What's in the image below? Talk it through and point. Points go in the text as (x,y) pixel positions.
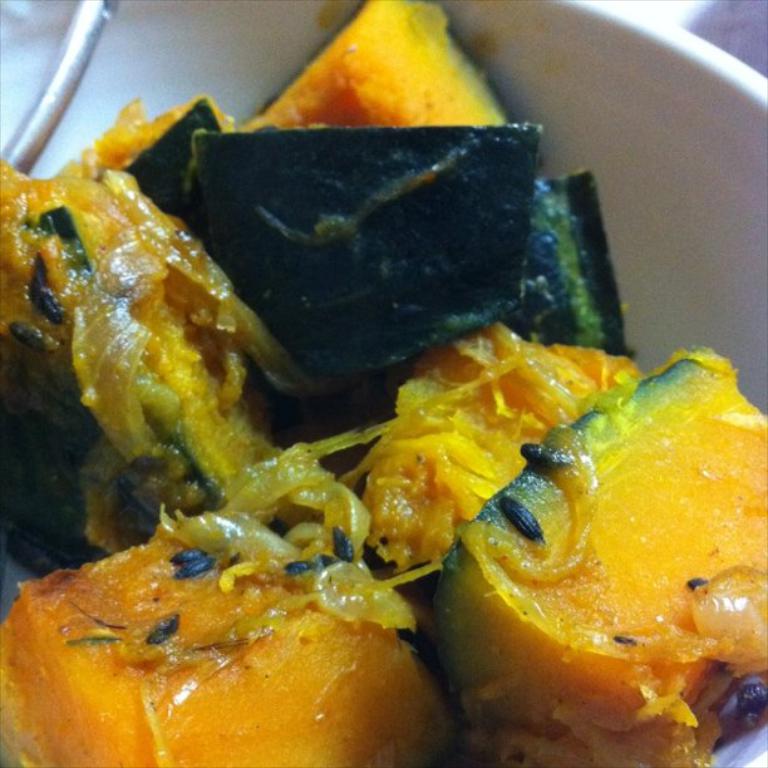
In this image we see a food item (563,220) in a bowl (28,82) and in the top left (48,91) we can see a metal (45,138).
